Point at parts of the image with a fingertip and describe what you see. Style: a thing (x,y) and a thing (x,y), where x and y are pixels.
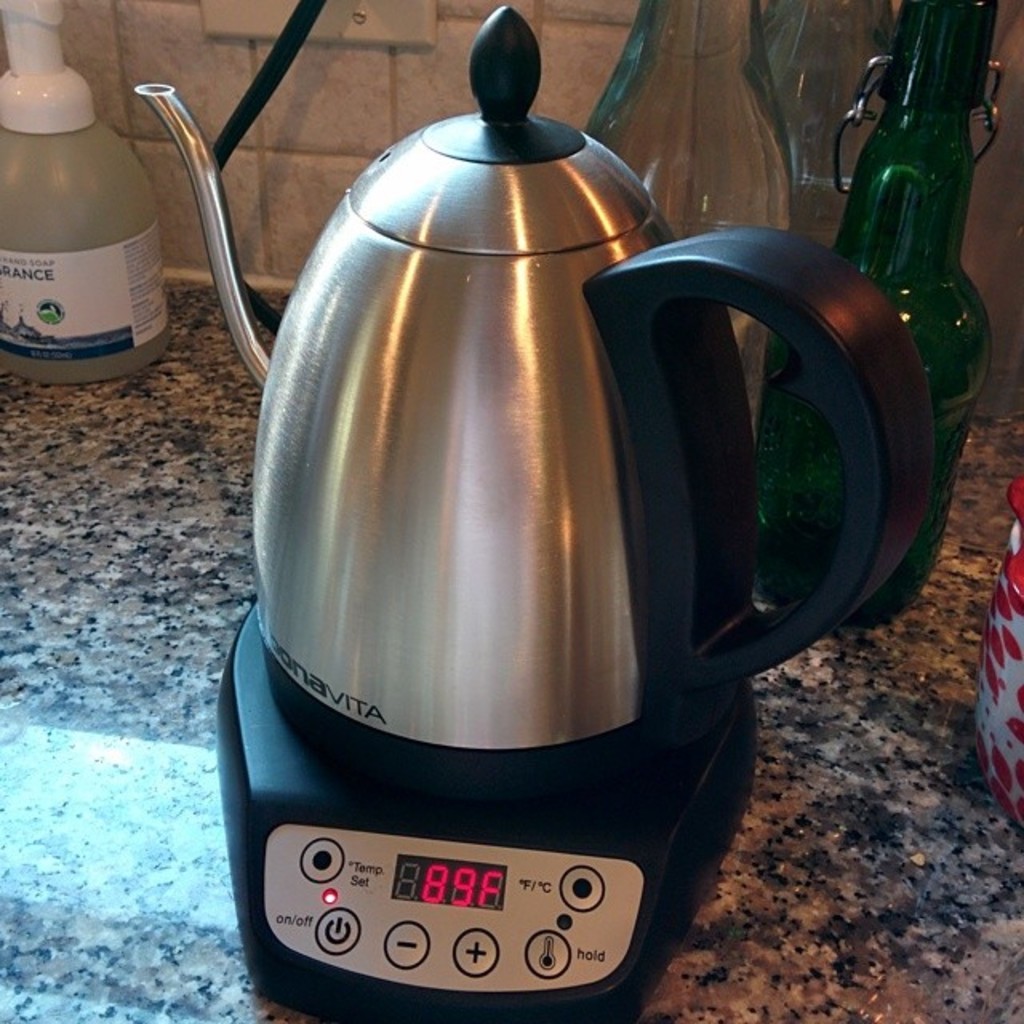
In this picture we can see a jug (585,297) and bottles (734,104).
